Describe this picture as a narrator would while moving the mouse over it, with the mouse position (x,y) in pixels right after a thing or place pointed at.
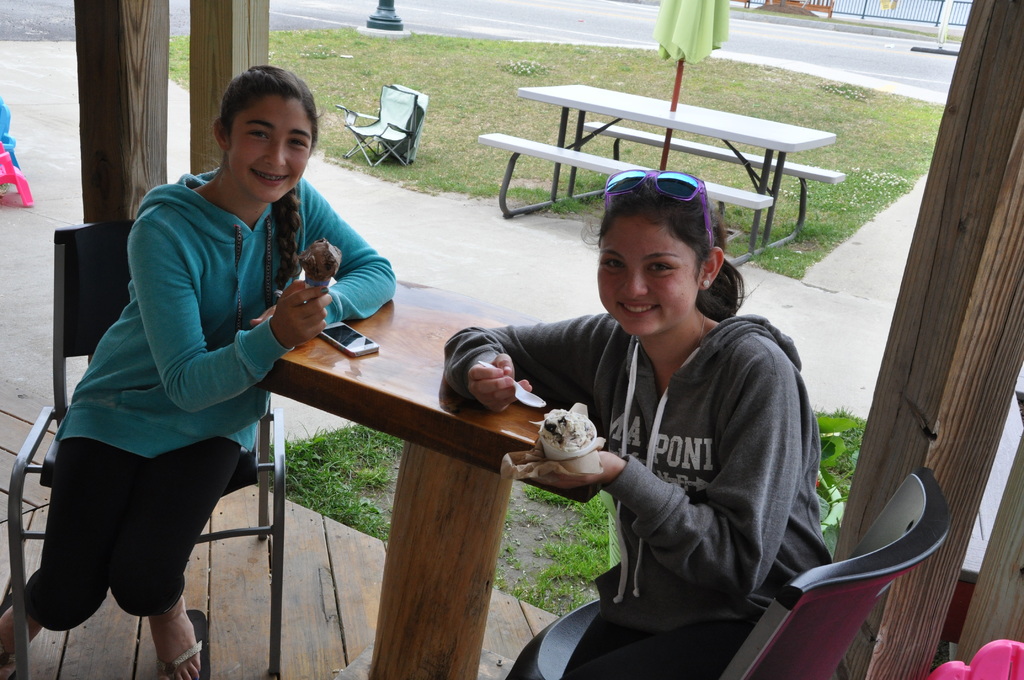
This is the picture of two people (582,331) sitting on the chairs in between the table (317,352) holding ice creams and have a phone (330,335) on it and around them there is a table (807,174) and some grass (392,160) and some things (402,151) on the floor (427,248).
